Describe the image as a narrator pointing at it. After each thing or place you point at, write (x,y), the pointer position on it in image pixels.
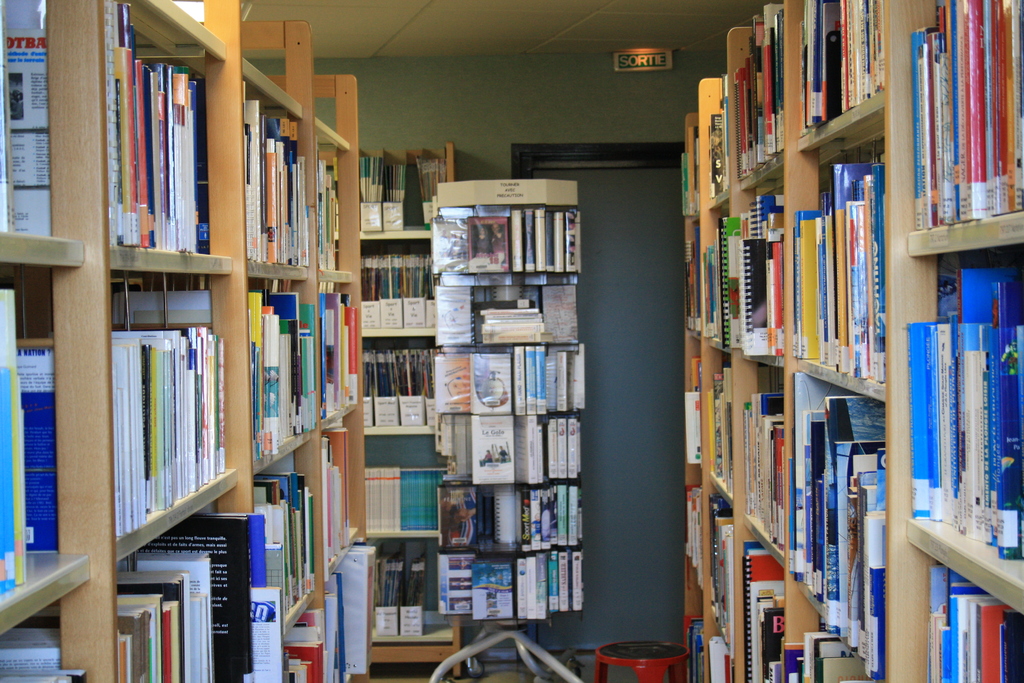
In this picture we can see books (570,532) in racks (709,637), stool (623,656), rods (521,638), name board (622,62) and in the background (454,146) we can see the wall (570,88).
